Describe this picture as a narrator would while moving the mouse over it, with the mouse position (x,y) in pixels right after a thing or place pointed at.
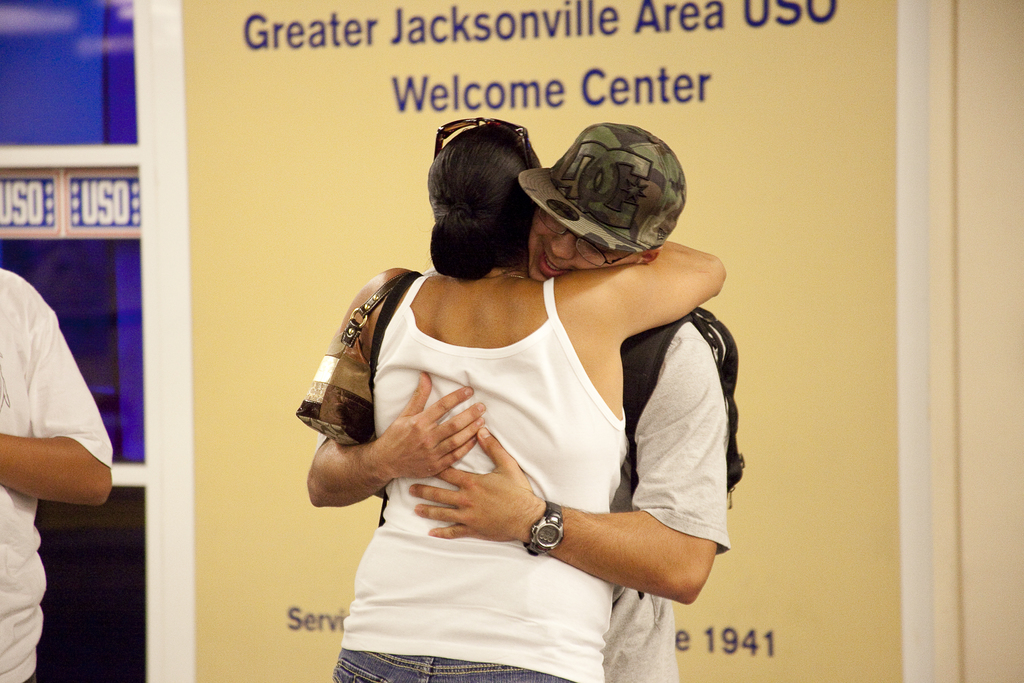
The woman (501,379) in the white T-shirt (508,425) is hugging the man (681,380) who is wearing the grey T-shirt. He is also wearing the spectacles (593,254) and a cap (600,199). She is wearing a handbag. On the left side (34,297), we see the man (54,434) in white T-shirt (61,427) is standing. Behind them, we see a banner (294,225) or a board (309,248) in yellow color with some text (391,84) written on it. Beside that, we see a board (134,221) in blue color with some text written on it.
